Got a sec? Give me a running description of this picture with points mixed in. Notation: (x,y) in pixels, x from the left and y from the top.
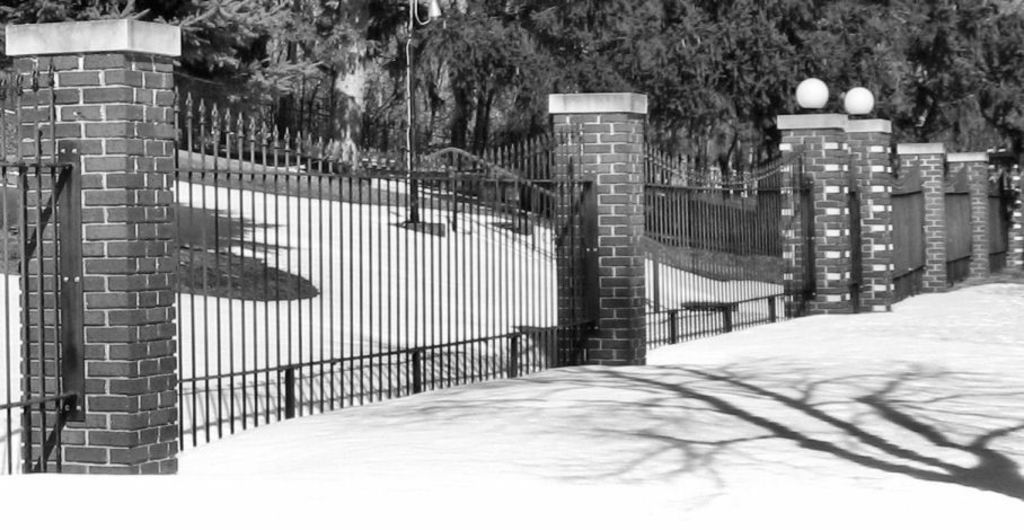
This is a black and white image. I can see the iron grilles (743,254). These are the pillars (565,260). In the background (268,114), I can see the trees (585,50). This looks like a pole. I think this is the pathway (669,424). These are the lamps (860,107), which are on the pillars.
